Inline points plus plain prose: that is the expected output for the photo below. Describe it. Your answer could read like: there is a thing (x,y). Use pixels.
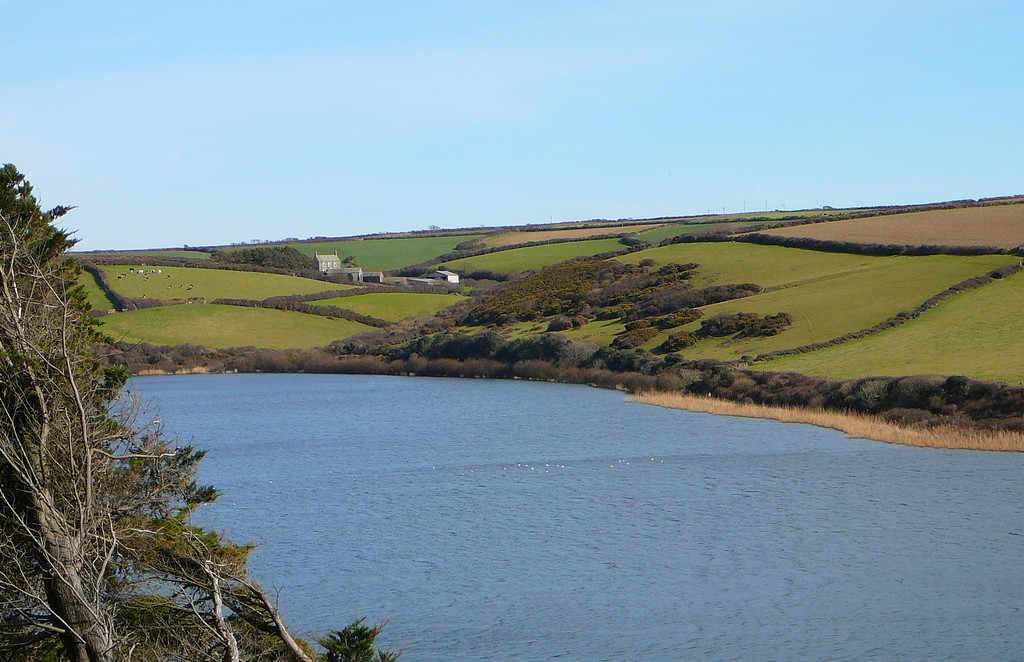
In this image we can see lake (338,447), grass (808,413), shrubs (590,376), bushes (477,345), buildings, ground (778,229) and sky (245,97).
